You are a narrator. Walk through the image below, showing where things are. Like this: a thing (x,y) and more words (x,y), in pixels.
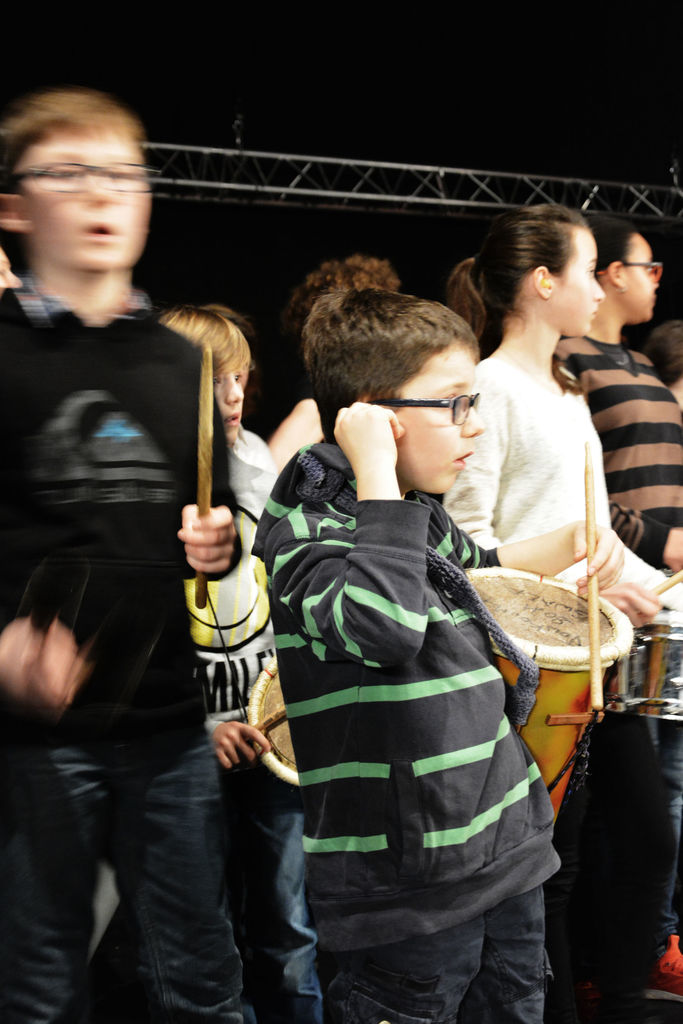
Here we can see a group of children (72,316) standing and there are some children (575,555) who are playing drums (558,632).
